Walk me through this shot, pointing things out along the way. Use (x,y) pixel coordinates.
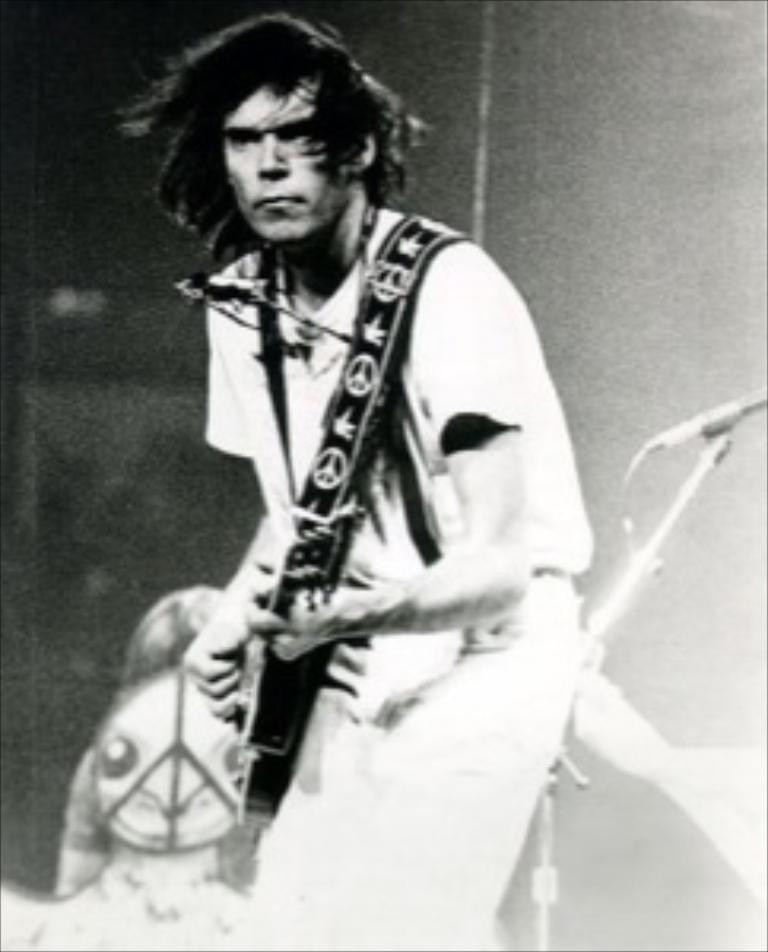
In the picture a person (458,387) is standing and playing a guitar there is a microphone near to the person (469,468).
